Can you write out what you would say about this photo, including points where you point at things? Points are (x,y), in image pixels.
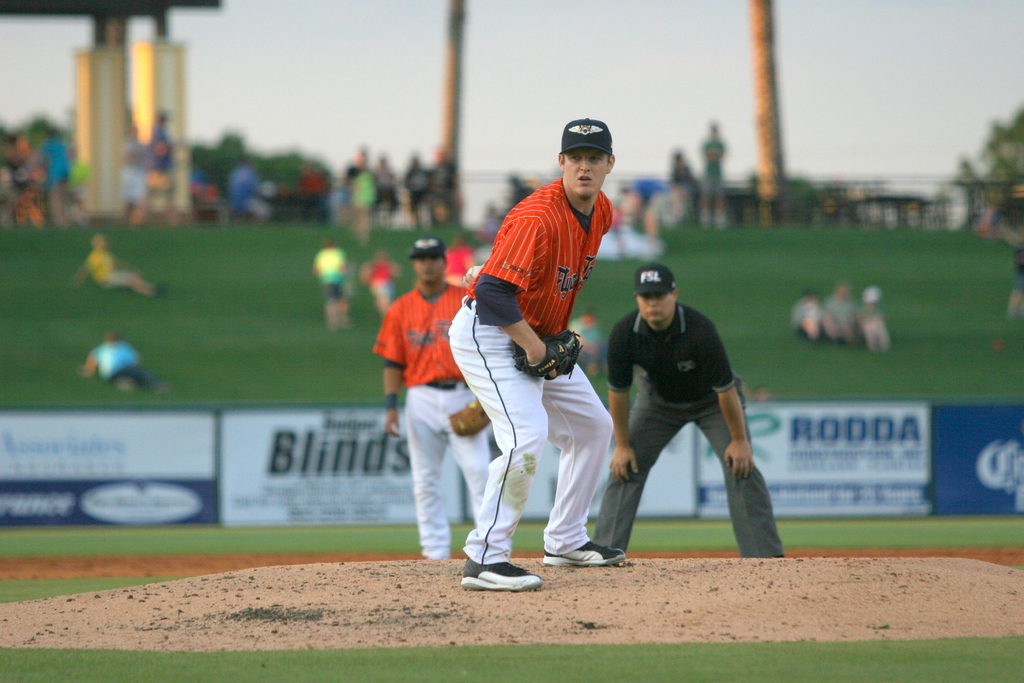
In this image in the foreground (561,162) a person (583,536) is holding a ball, wearing a cap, and gloves (569,362). At the back (439,422) two people (416,429) standing and they are playing baseball.
